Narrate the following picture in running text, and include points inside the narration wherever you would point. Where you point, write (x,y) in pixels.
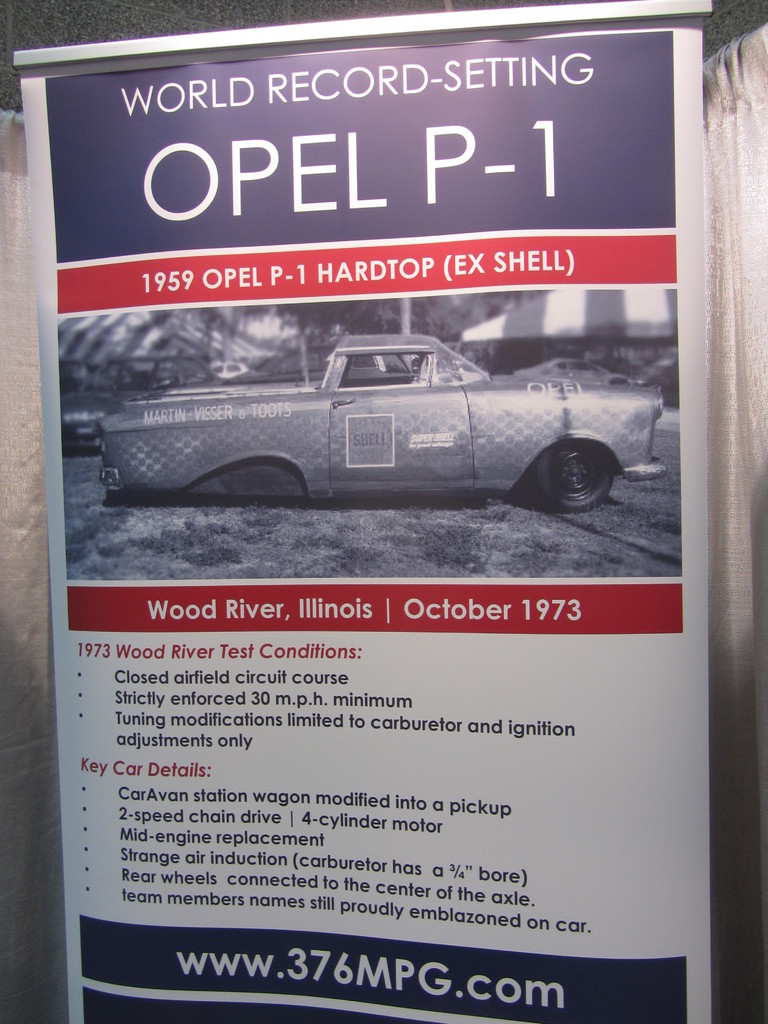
In this image, we can see a poster (353,355) with some images (370,487) and text (350,863).
